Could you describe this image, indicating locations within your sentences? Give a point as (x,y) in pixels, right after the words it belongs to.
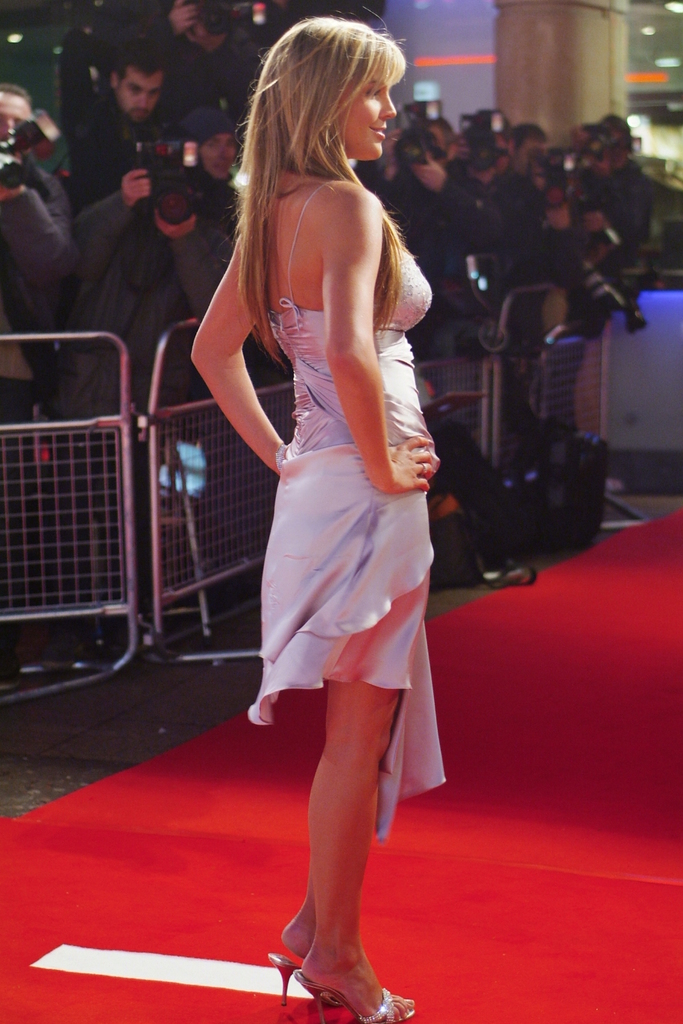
In this image we can see a woman (335,936) standing on the floor (452,970). On the backside (520,137) we can see a group of people (455,325) standing beside the metal fence (451,365). In that some are holding the cameras (412,155). We can also see a pillar (554,104) and some ceiling lights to a roof (644,96).
